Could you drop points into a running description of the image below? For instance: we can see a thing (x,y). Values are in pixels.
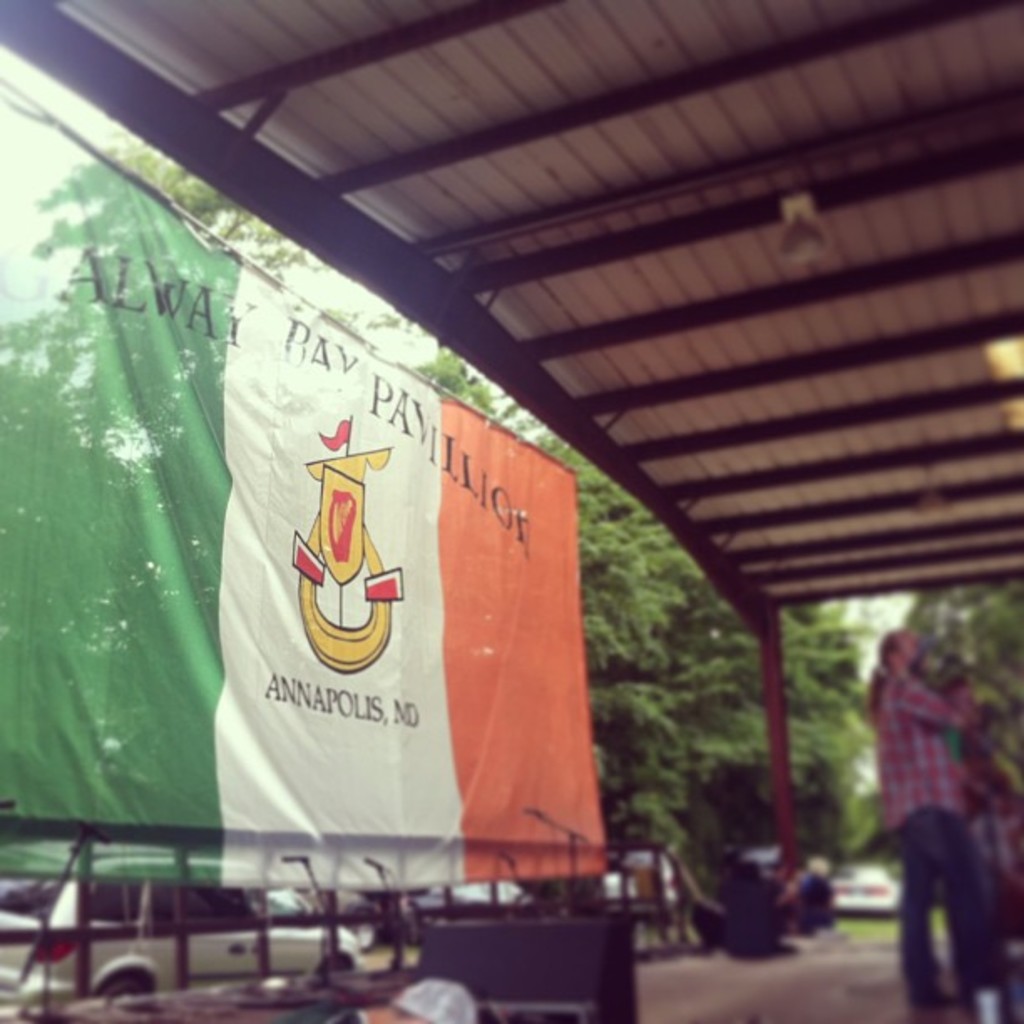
In this picture I can see few people (976,948). I can see vehicles (103,964), mike's stands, flag (102,638) and some other objects (354,1002). I can see a shed (663,5), and in the background (707,852) there are trees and the sky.
